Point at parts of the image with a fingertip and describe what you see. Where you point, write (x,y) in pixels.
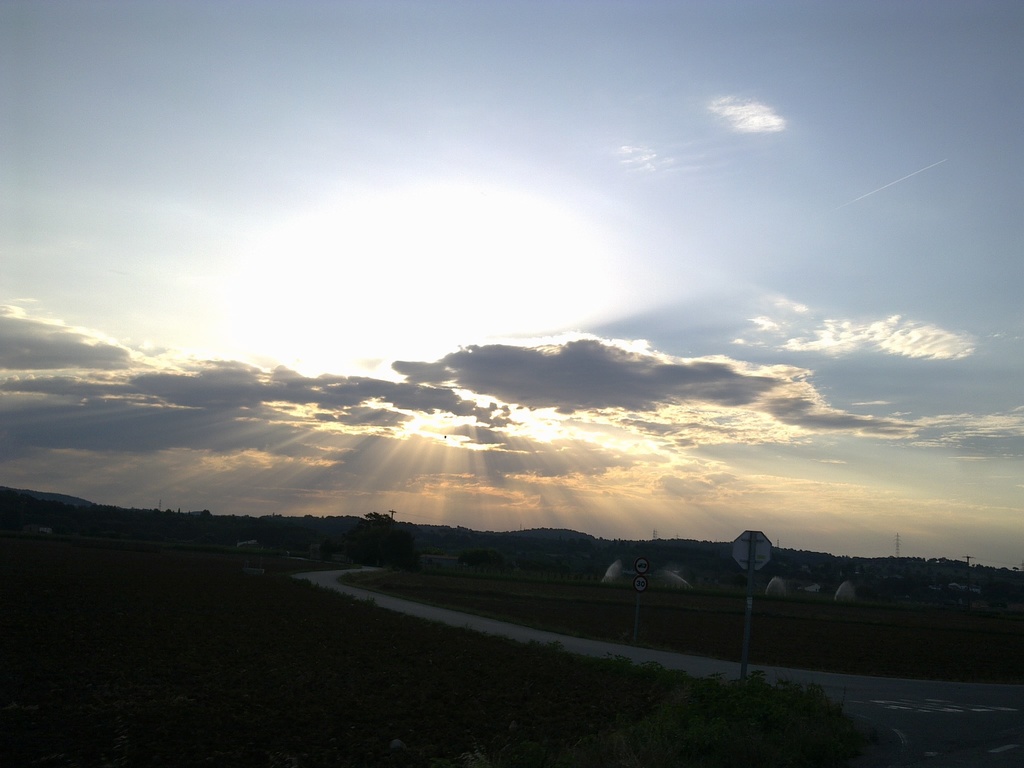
This image consists of a road (961,692). On the left (11,509) and right, there are trees (837,583) and plants (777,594). At the top (624,237), there are clouds (560,442) in the sky (451,252).
